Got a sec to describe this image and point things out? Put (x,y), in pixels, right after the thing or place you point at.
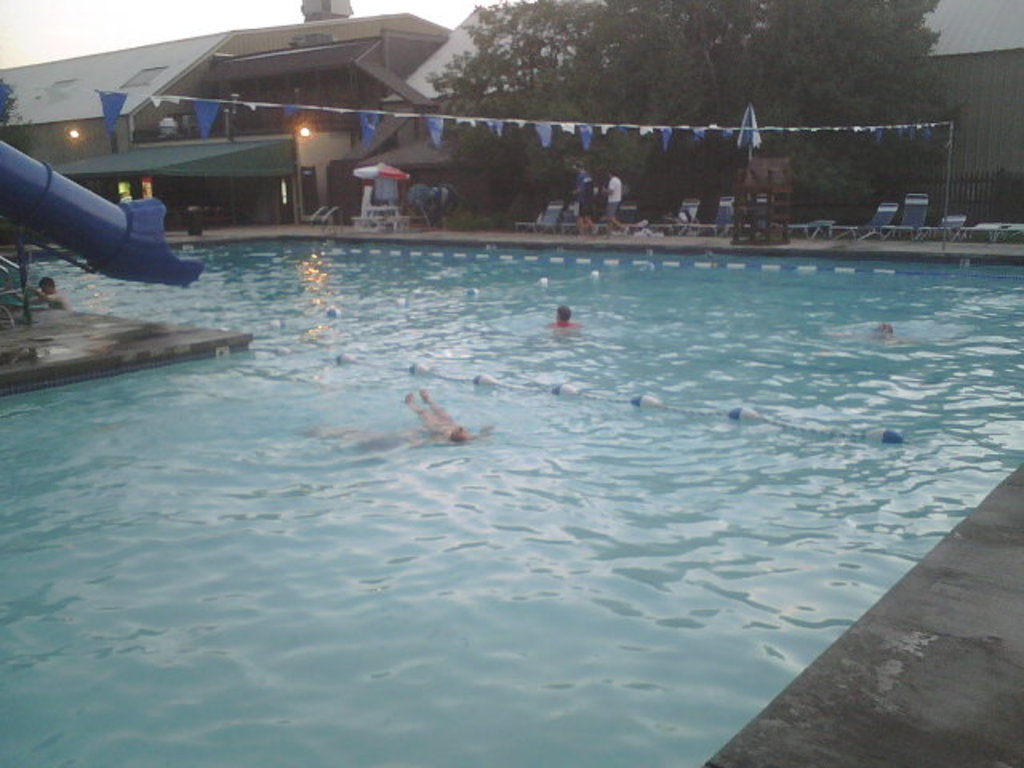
In this image, we can see persons (559,328) in the swimming pool (522,549) and in the background (118,104), there are small flags (118,106) on the rope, there are trees (710,45), sheds (306,58) and there are chairs (821,227).
